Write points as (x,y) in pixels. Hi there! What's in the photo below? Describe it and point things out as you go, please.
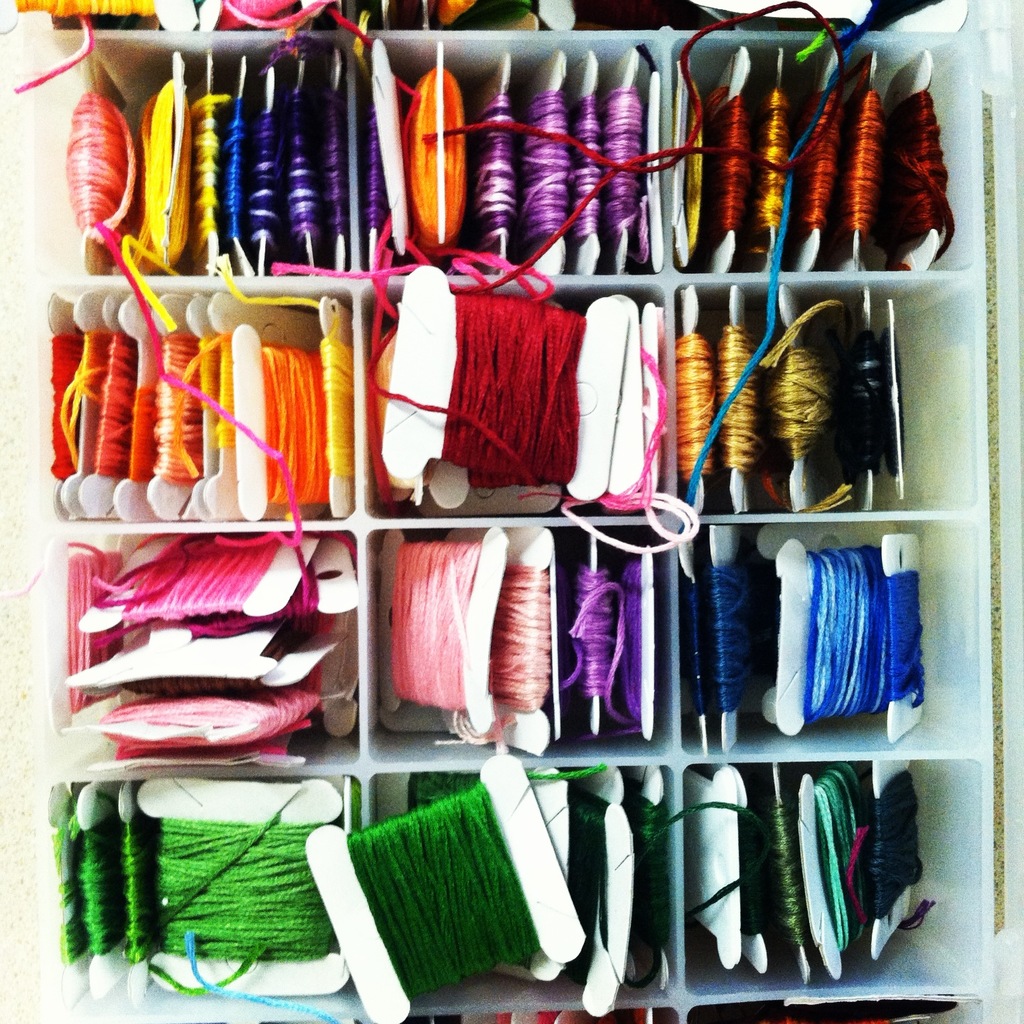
In this image we can see few threads (484,371) on the shelf (683,668).
